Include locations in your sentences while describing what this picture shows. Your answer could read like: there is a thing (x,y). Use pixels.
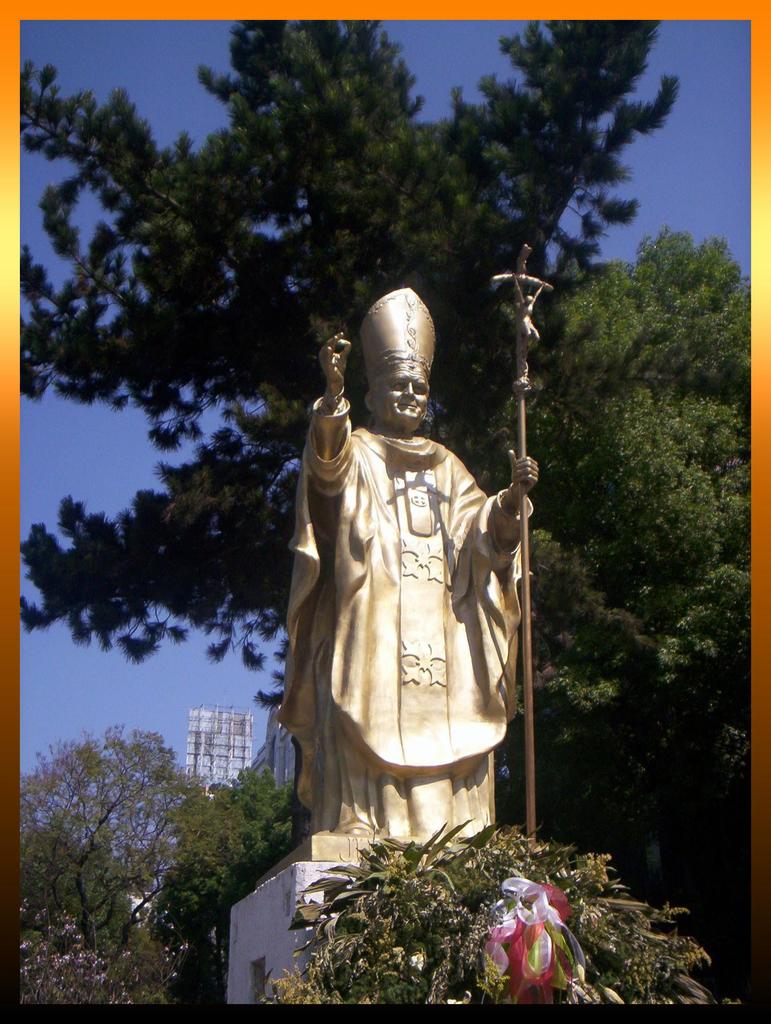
In this picture we can see a statue (404,736) and a plant (480,972) in the front (460,831), in the background (80,902) there are some trees (214,808) and a hoarding (210,751), we can see the sky (165,120) at the top of the picture (168,105).
